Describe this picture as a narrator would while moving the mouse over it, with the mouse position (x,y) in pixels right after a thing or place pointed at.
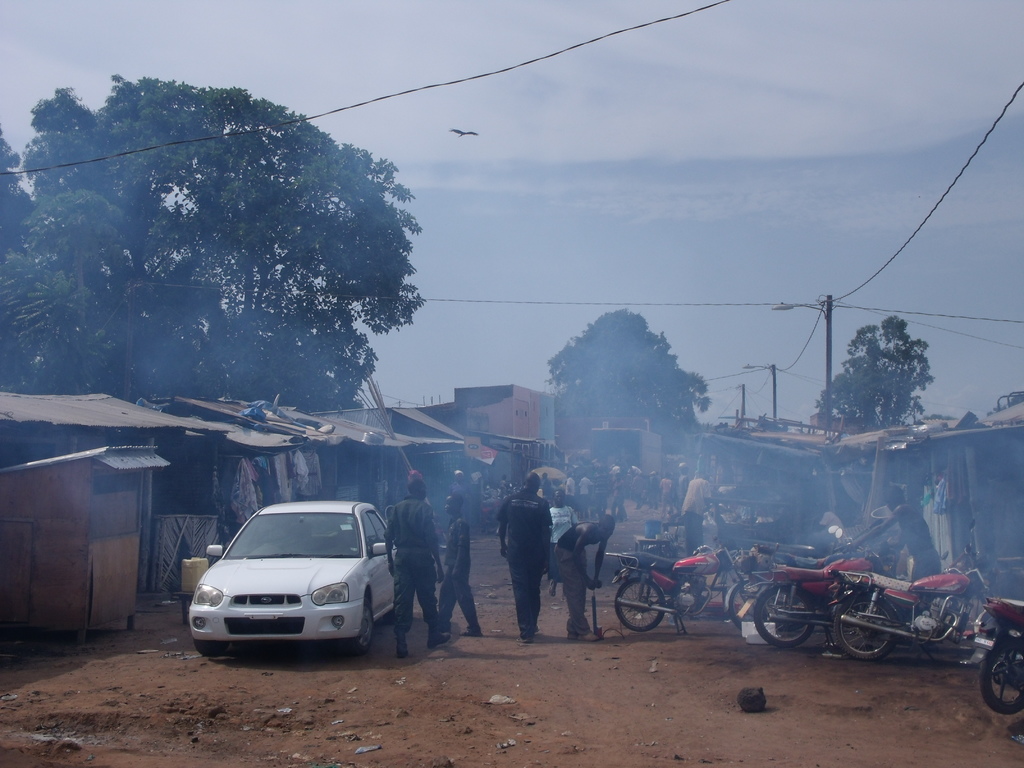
In this image I can see in the middle (424,504) few people (510,522) are walking, on the left side (283,522) there is a white color car (368,584). On the right side (790,596) there are bikes (771,579) and there are sheds (356,479) on either side of this way (487,599) and there are trees (645,386) in this image. At the top (603,165) it is the sky (659,177).
